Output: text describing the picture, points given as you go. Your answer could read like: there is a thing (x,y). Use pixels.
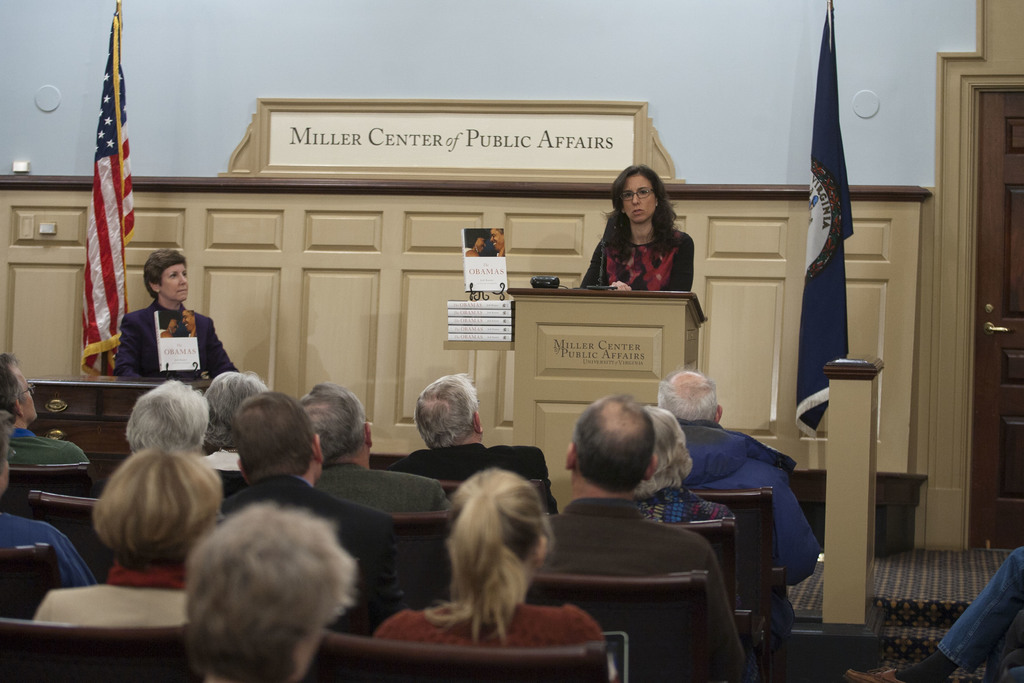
As we can see in the image there is a white color wall (188,75), flags (115,187), chairs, cupboards (322,237), door (1016,364) and group of people (562,562).
